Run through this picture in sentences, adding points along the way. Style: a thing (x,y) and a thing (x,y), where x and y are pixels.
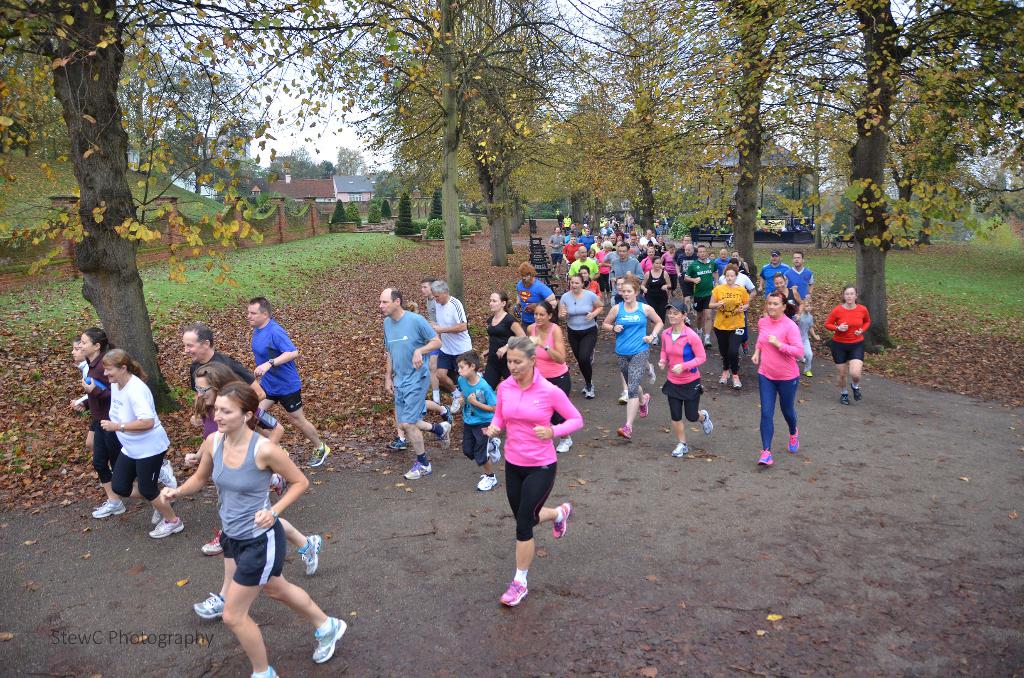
In this image I can see number of persons (517,362) on the ground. I can see few leaves (368,339) on the ground (317,368), few trees (542,204) which are green and yellow in color, few houses (352,179) and in the background (366,9) I can see the sky (366,9).
